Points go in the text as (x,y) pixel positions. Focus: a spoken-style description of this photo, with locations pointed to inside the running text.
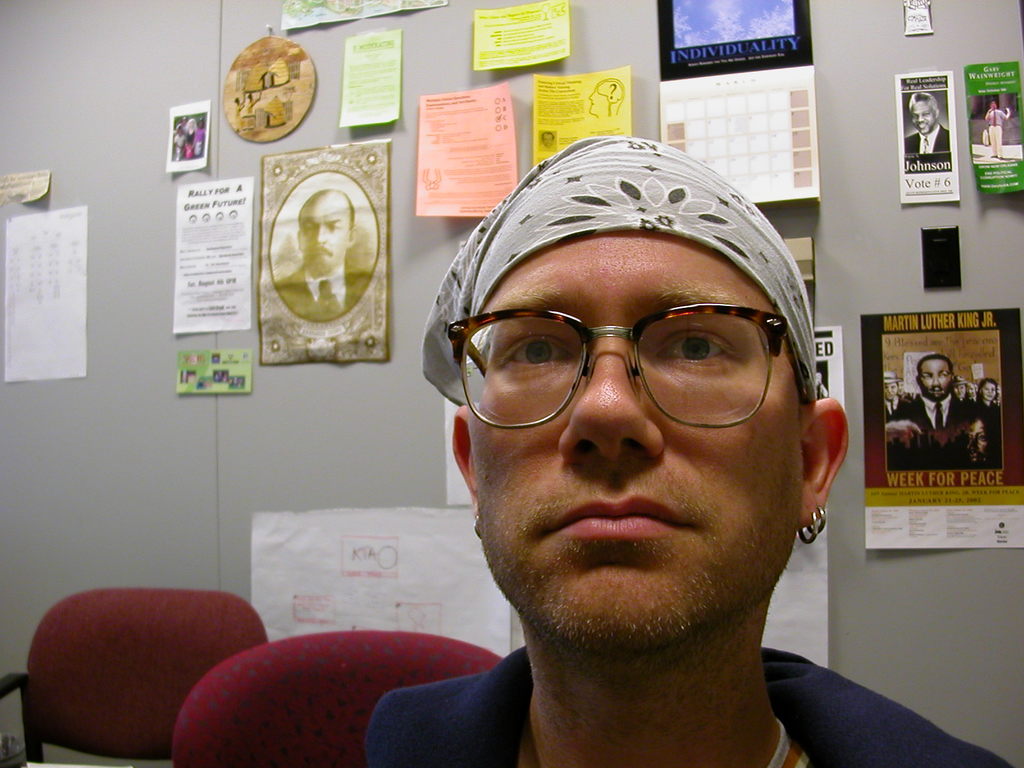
In this picture we can see a man (518,456) wore spectacles (520,378) and at the back of him we can see posters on the wall (141,115) and chairs (313,716).
